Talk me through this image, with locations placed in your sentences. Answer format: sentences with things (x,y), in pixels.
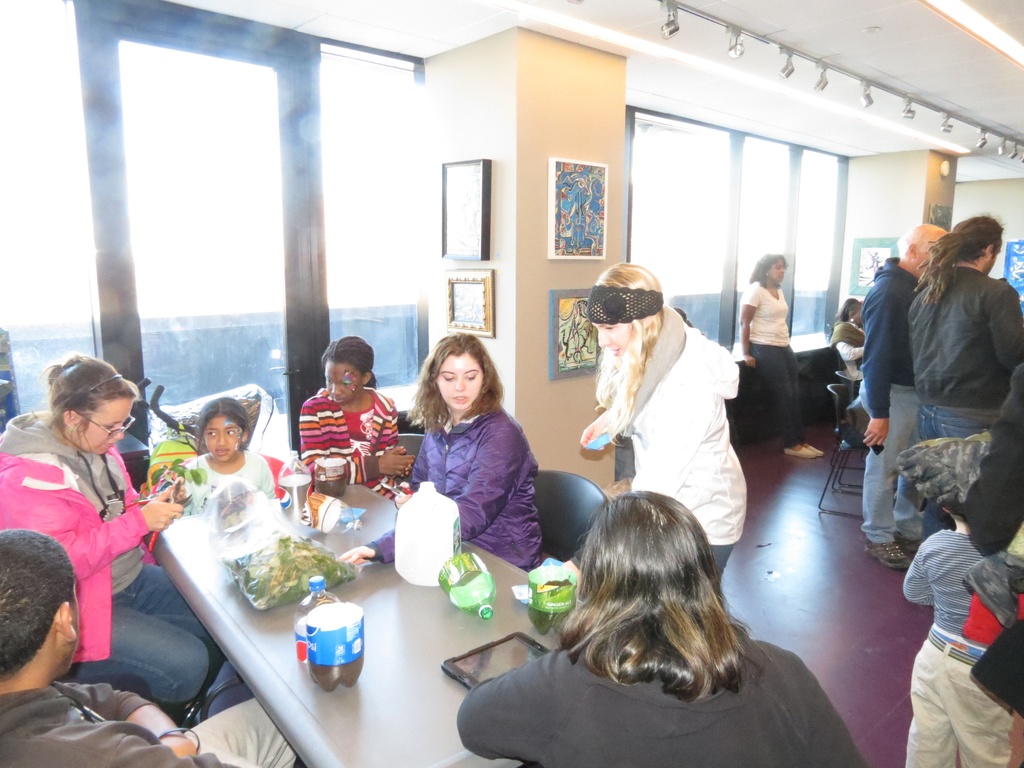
In this picture These persons (170,690) sitting on the chair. These person (881,415) standing. on the background (517,249) we can see wall (540,77), glass window (262,251). On the wall (472,143) we can see frames (479,169). There is a table (365,724). On the table (365,695) we can see bottle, cover (230,512), leaf (307,549), tab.
